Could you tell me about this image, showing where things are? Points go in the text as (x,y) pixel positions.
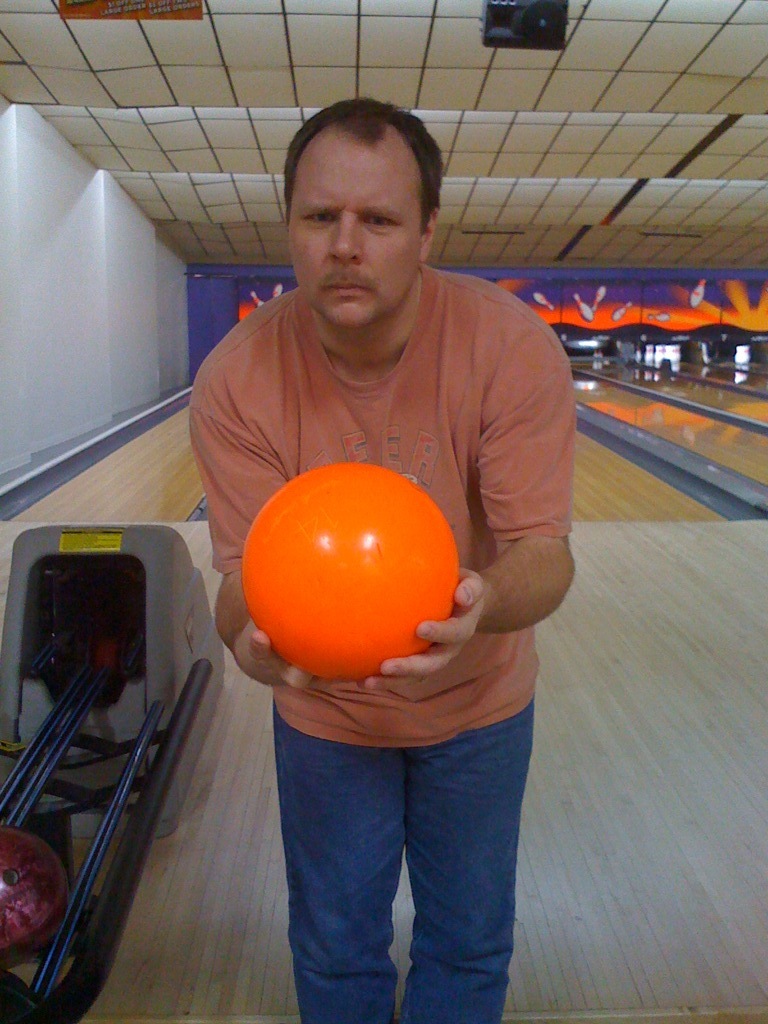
The picture consists of a person (374,415) holding bowling ball (304,557). In the background (203,330) it is looking like a bowling arena (505,165).
